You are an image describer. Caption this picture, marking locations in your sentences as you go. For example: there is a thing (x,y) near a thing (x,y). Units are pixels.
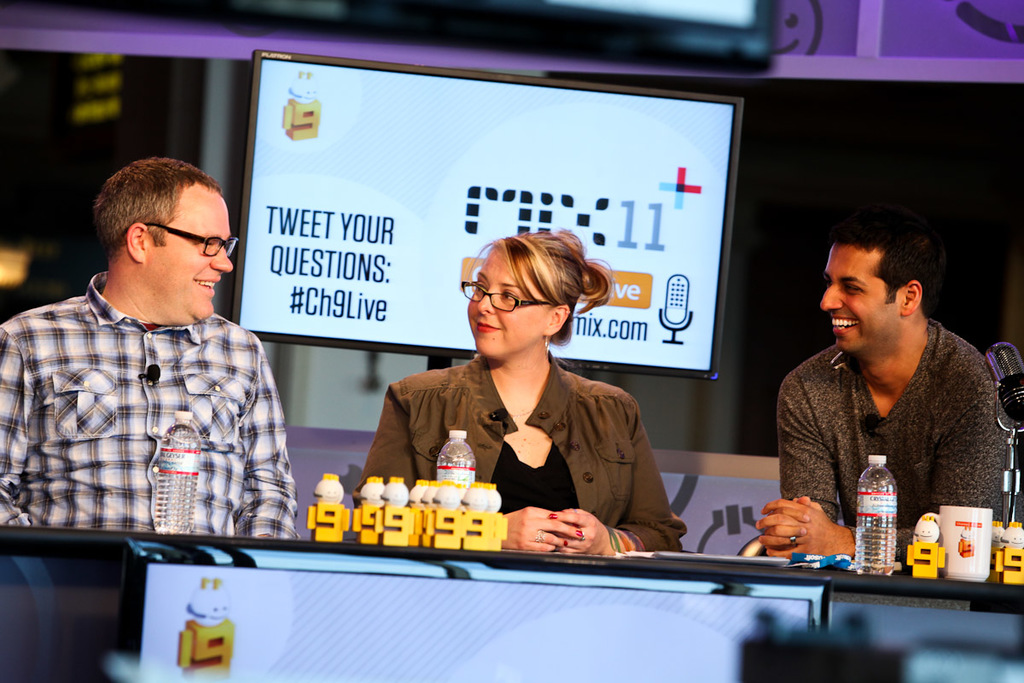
In this image in the center (450,430) there are three persons (417,445) who are sitting and smiling, and in front of them there is a table (349,540). On the table (311,544) there are some bottles (883,550), cup (962,551) and some objects (436,510), and in the background (395,200) there is television (548,200) and some other objects (606,34).
